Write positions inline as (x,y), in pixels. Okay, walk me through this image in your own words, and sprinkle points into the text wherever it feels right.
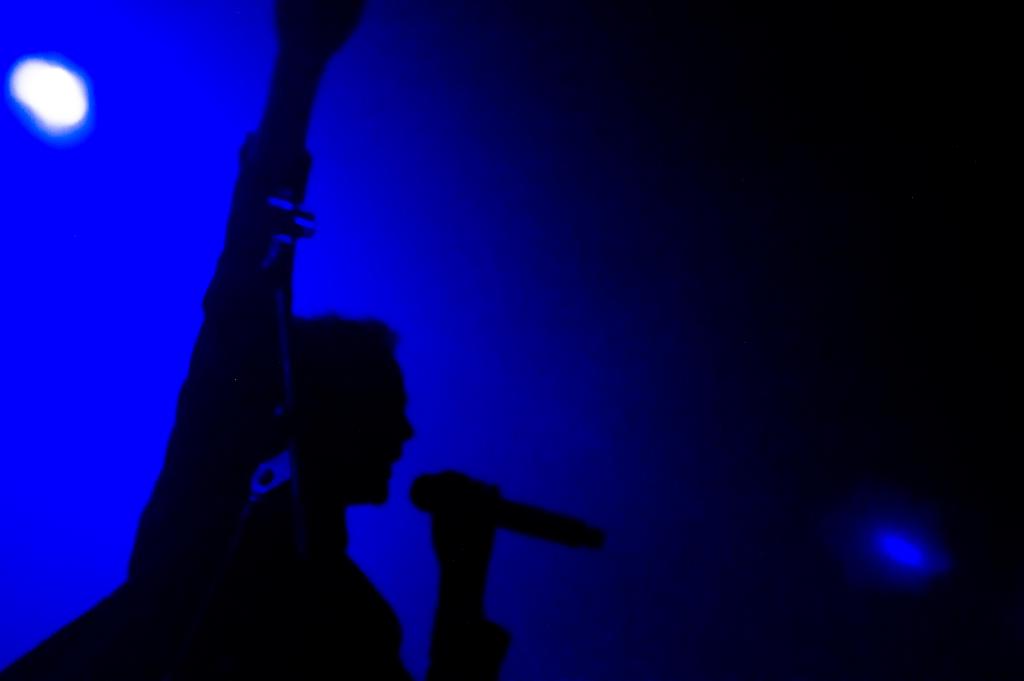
This person (366,588) is holding a mic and raising his hand (319,17). Background (421,246) it is in blue and black color.
